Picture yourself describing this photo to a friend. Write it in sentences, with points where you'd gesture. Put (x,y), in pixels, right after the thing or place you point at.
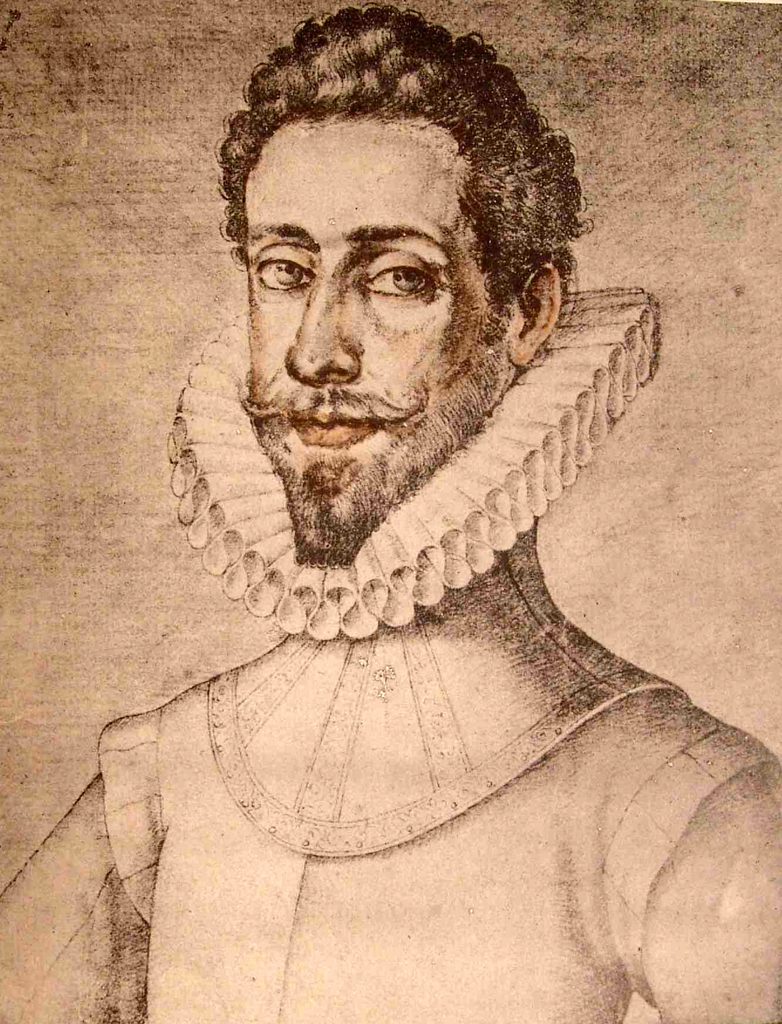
In this image I can see depiction of a man (207,355). I can see this image is little bit brown and white in colour.
